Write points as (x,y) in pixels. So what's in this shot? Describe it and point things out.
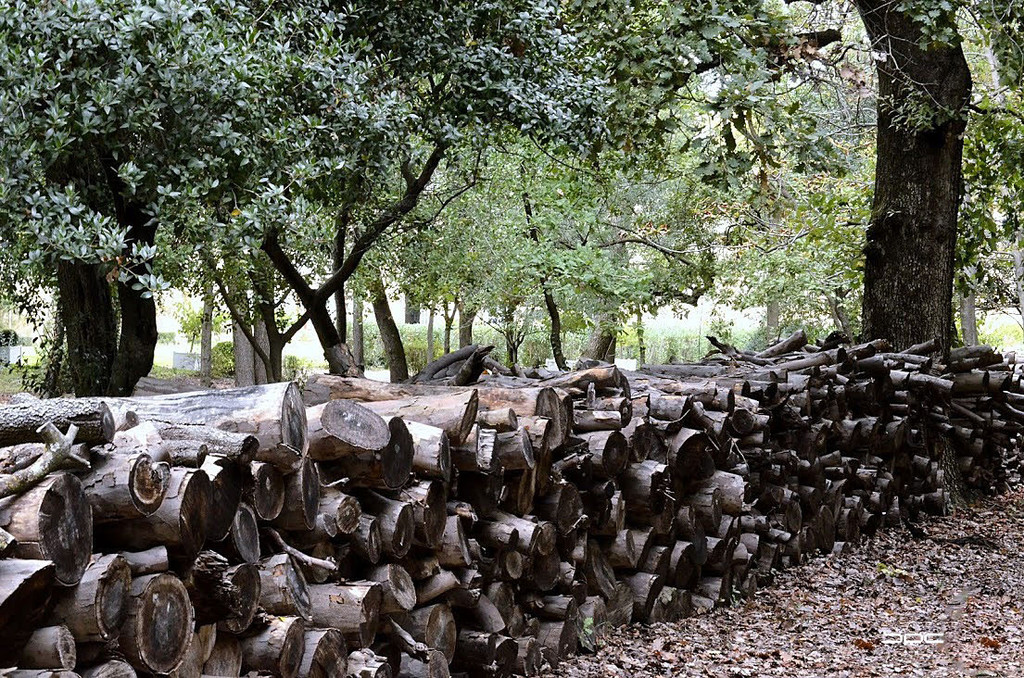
In this picture we can see wooden logs (82,531) and dried leaves (805,578) on the ground (958,561). In the background (501,326) we can see plants (368,349) and trees (463,216).
